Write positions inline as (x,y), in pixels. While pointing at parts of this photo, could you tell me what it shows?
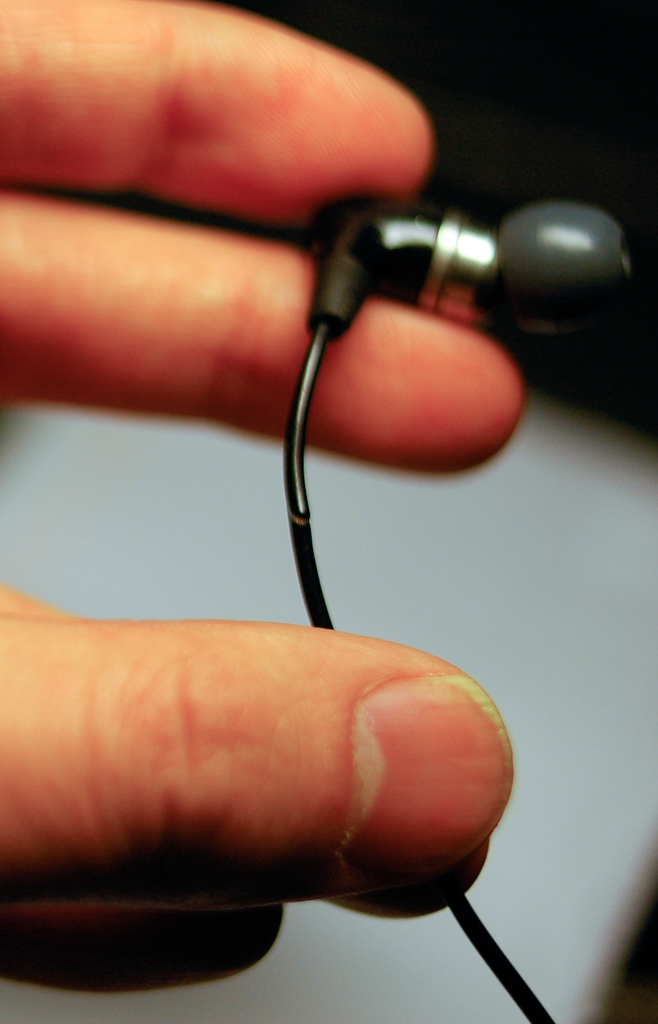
In the given image i can see a human hands (397,399) holding ear phones (409,275).
